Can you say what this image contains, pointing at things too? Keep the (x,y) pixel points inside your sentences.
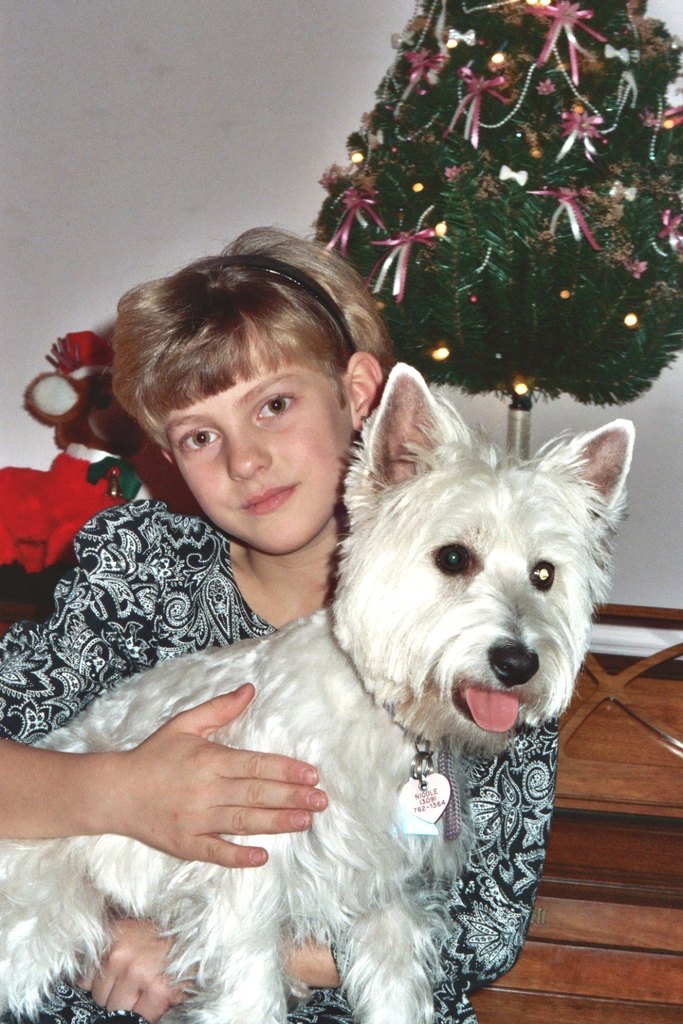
This picture is clicked inside the room (295,131). In front (87,626), we see a girl (55,656) wearing black and white shirt (94,589), is carrying a dog (393,679) which is white in color. The girl (219,575) is smiling. Behind her, we see a table (620,719) on which Xmas tree (528,337) is planted and we even see a doll (86,441) and behind that, we see a white wall (211,86).
